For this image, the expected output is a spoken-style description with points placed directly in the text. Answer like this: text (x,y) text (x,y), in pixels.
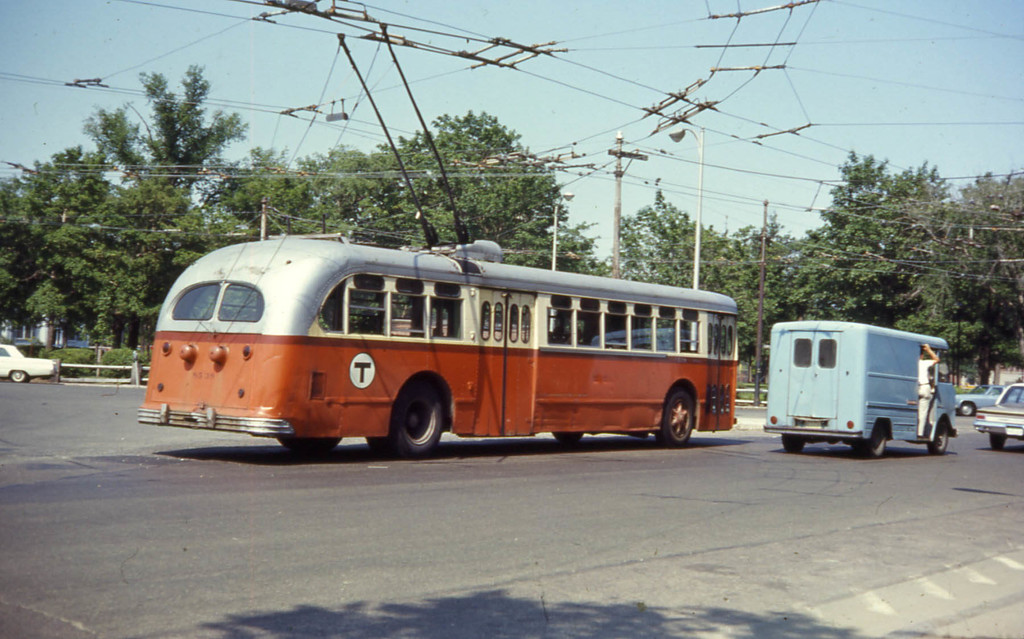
There are few vehicles (621,379) on the road (728,433) and there are wires (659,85) above it and there are trees (810,257) in the background (690,270).
